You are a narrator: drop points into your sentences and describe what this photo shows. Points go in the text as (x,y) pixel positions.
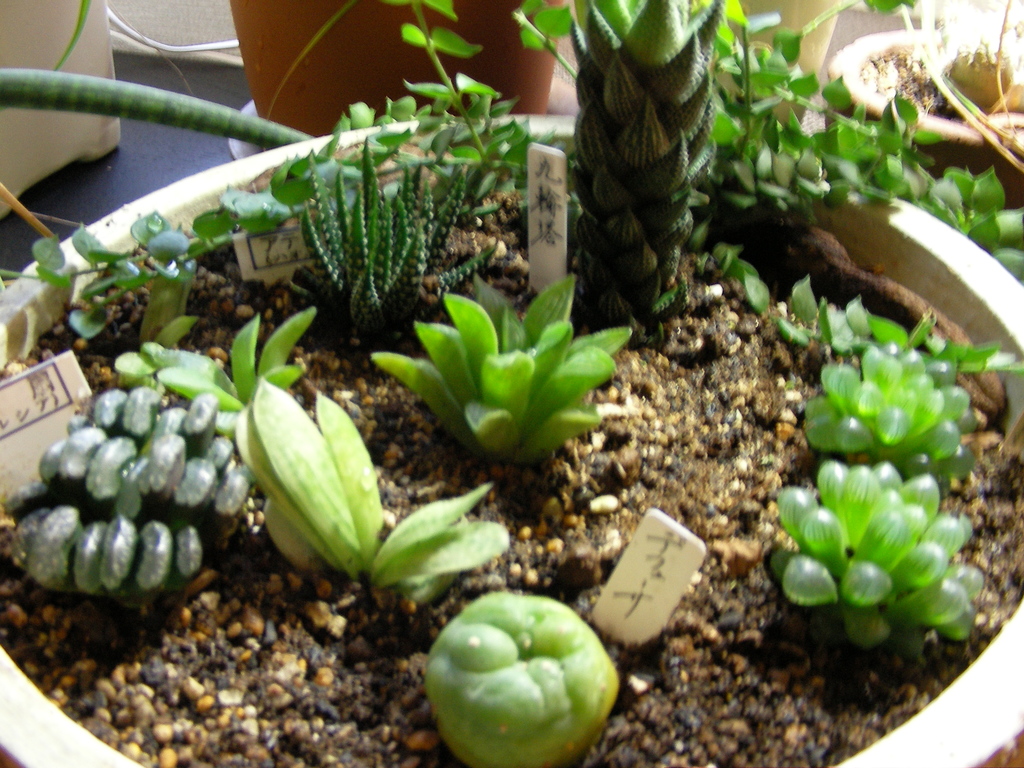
In this picture we can see flower pots (115,121) on the floor (130,170), plants (603,91) and boards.
